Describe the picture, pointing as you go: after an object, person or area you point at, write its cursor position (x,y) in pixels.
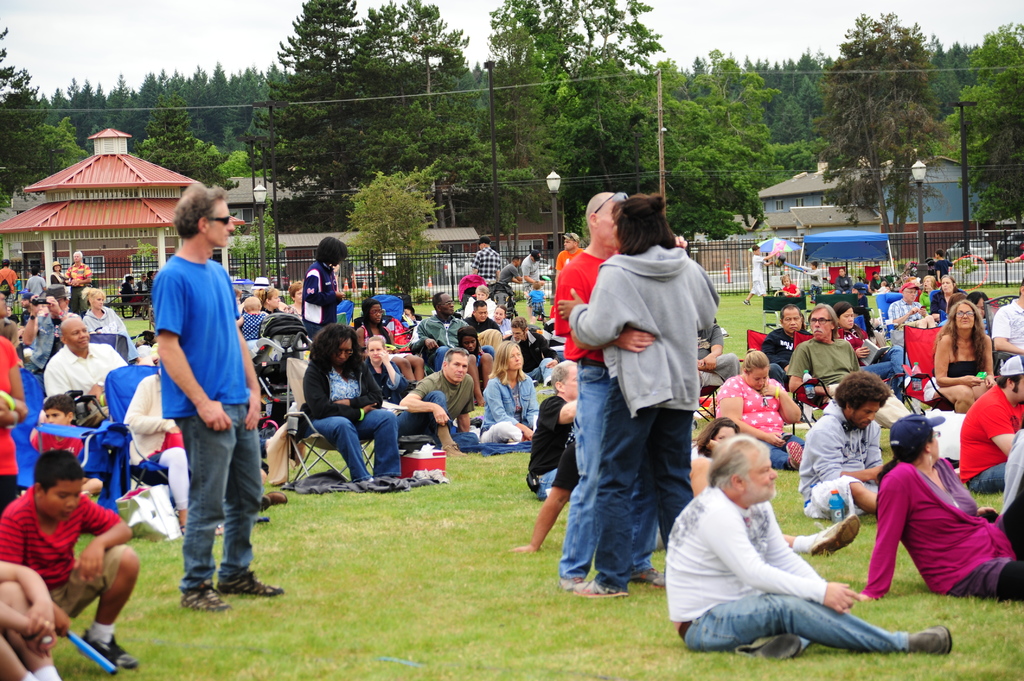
In this image I can see few persons (592,294) are standing on the ground (497,481) and few persons (475,364) are sitting. In the background (694,234) I can see the railing (750,245), a blue colored tent (848,242), few trees (484,190) which are green in color, few poles (495,173), few buildings (269,180) and the sky (674,34).
